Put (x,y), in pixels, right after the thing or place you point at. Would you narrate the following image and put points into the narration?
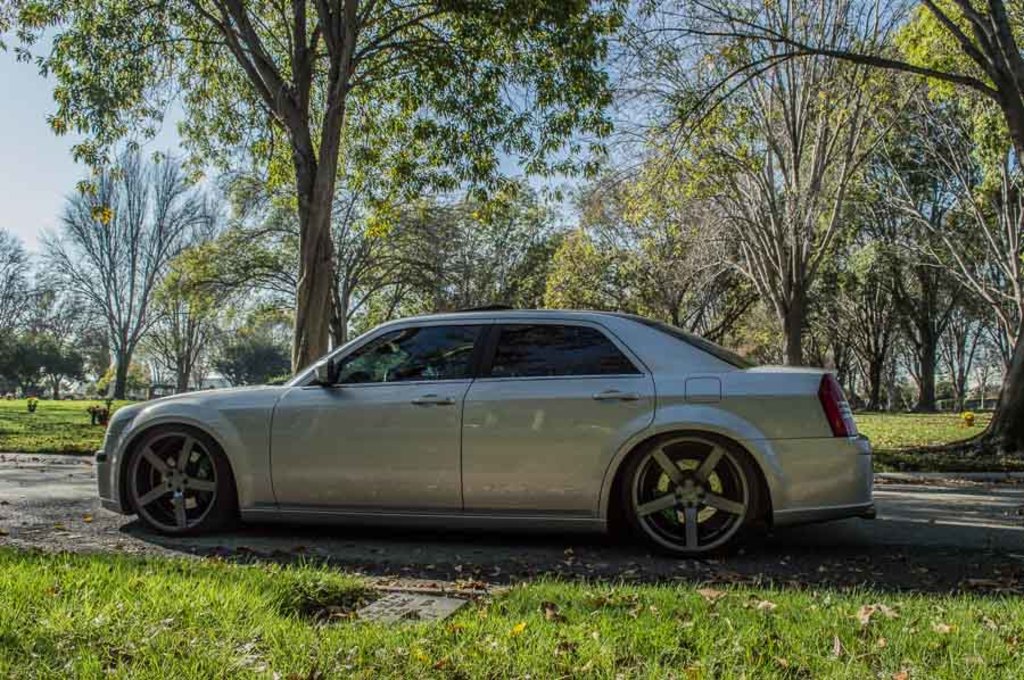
In this picture there is a grey car (556,396) which is parked near to the grass (320,598). In the background (62,344) I can see many trees (747,283) and plants (936,351). At the top (600,3) I can see the sky (410,73) and clouds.
